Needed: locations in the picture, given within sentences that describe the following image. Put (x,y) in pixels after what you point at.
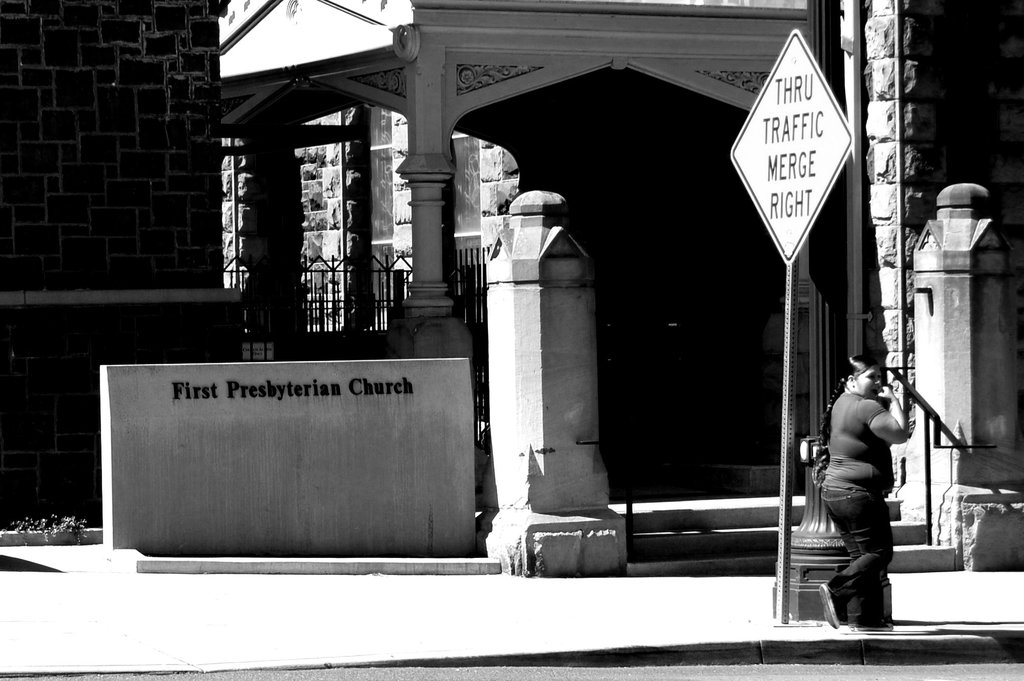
In this image on the right side (848,500) there is one woman (848,470) who is walking, and in the background (72,245) there are some buildings (415,118), boards (297,435) and at the bottom (686,630) there is a footpath (489,598).
